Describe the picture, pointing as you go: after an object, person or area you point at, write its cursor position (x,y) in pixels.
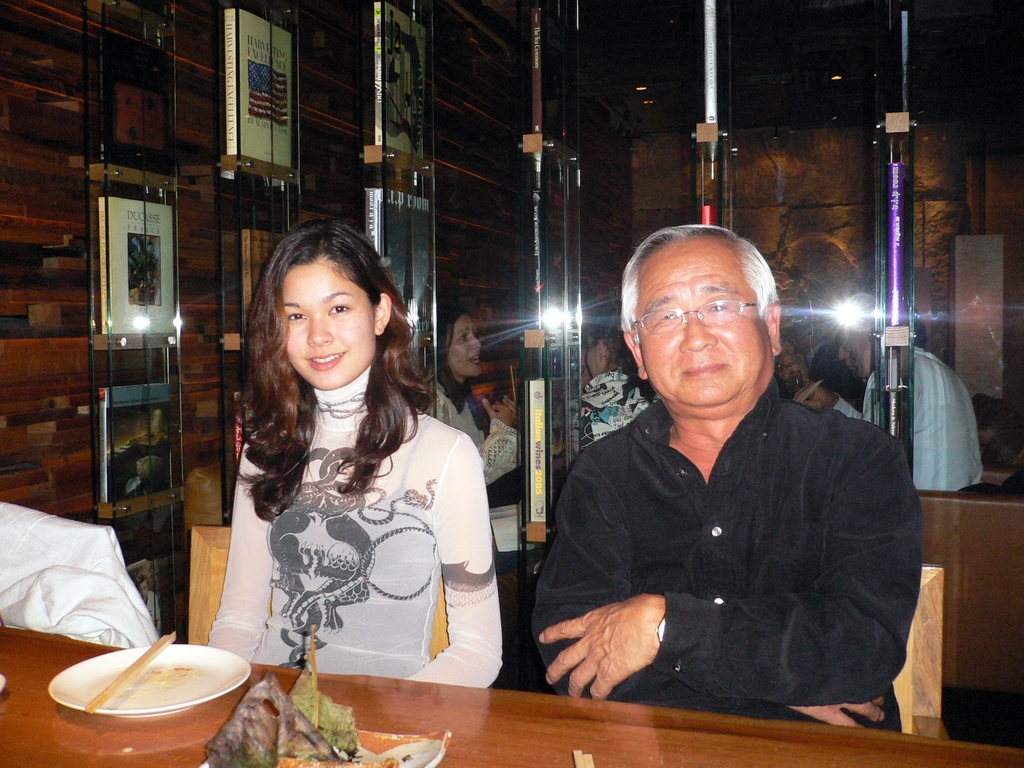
This is the picture taken in a restaurant (990,385), there are group of people (514,437) sitting on chairs (912,628) in front of these people (766,474) there is a wooden table (565,700) on the table (551,718) there are plates (184,700), chopsticks (125,675). Beside the people (355,489) there is a wooden and a glass shelf (90,247) in the shelf (136,374) there are some books (138,249).
